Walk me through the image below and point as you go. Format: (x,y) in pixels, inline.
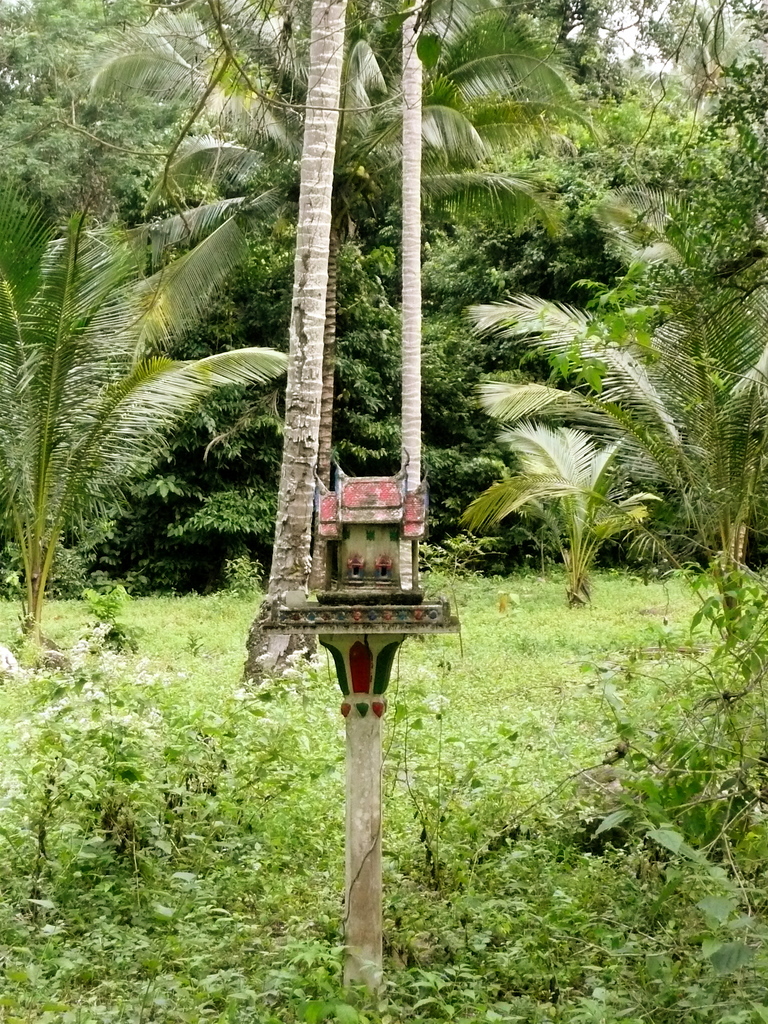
In the foreground of the image (90,939) we can see the small plants (85,889). In the middle of the image (490,517) we can see trees (520,517) and an object (383,563) which looks like a small house (371,576). On the top of the image (687,209) we can see trees (288,217).
